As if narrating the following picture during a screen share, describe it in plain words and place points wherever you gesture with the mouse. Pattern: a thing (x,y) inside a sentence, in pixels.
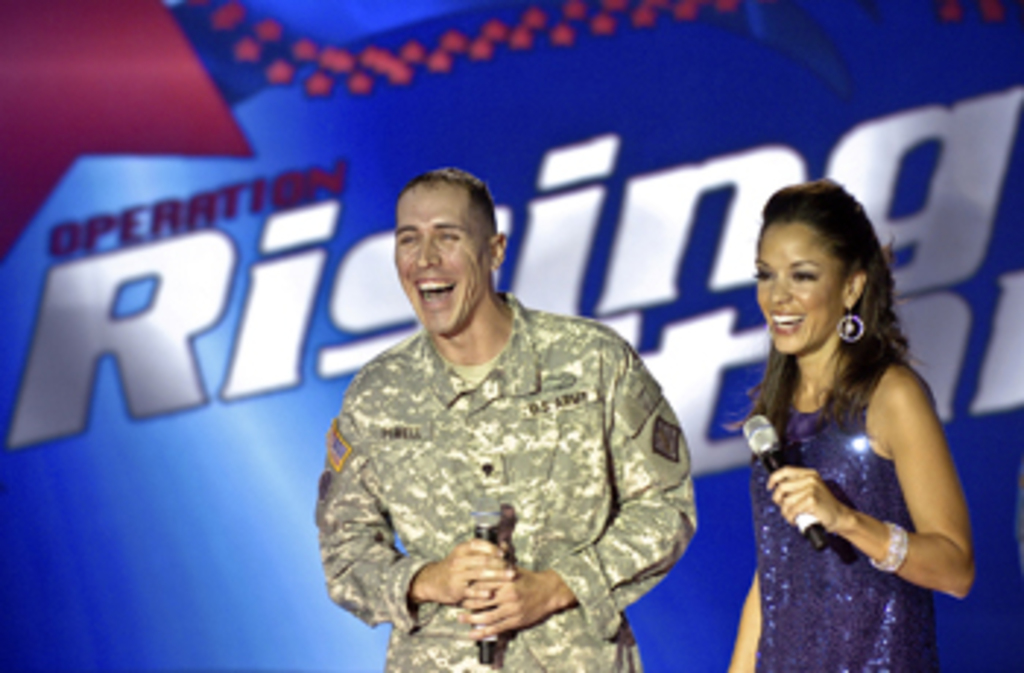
In this image I can see a man (634,420) and a woman (916,423) holding a mic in their hands (499,597). They both are laughing. In the background (692,288) I can see some text (41,378). The background (914,42) is in blue color.
